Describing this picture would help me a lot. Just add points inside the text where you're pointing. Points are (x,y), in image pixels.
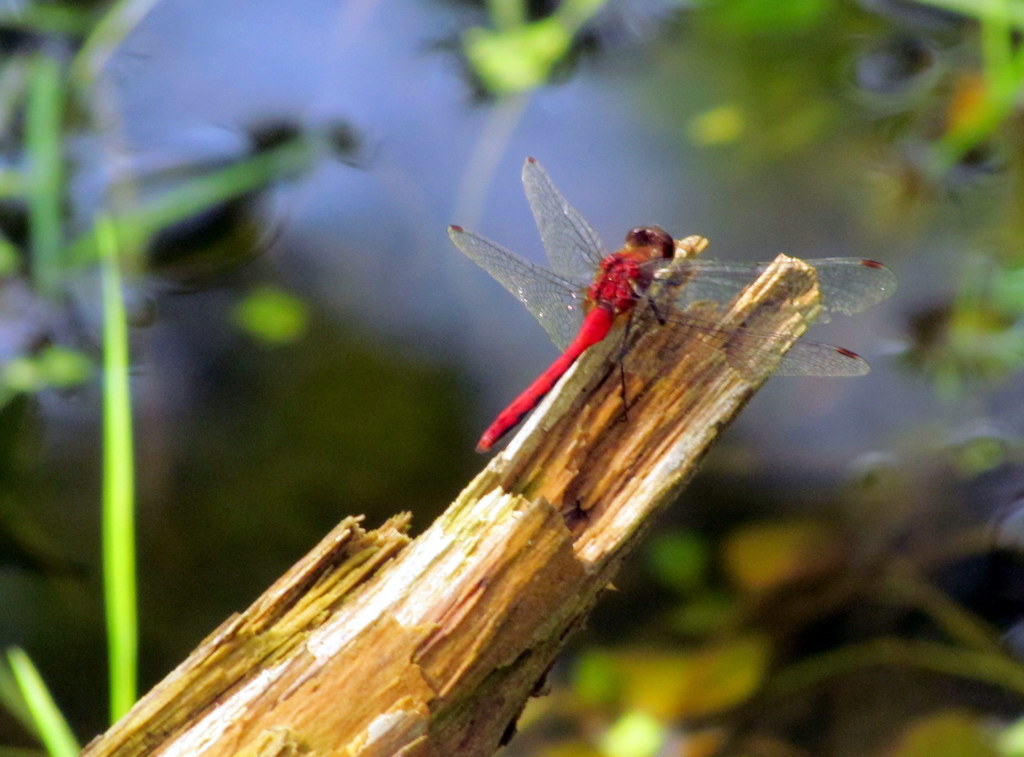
As we can see in the image there is a wooden stick (492,551), fly (606,320) and the background (315,15) is blurred.
